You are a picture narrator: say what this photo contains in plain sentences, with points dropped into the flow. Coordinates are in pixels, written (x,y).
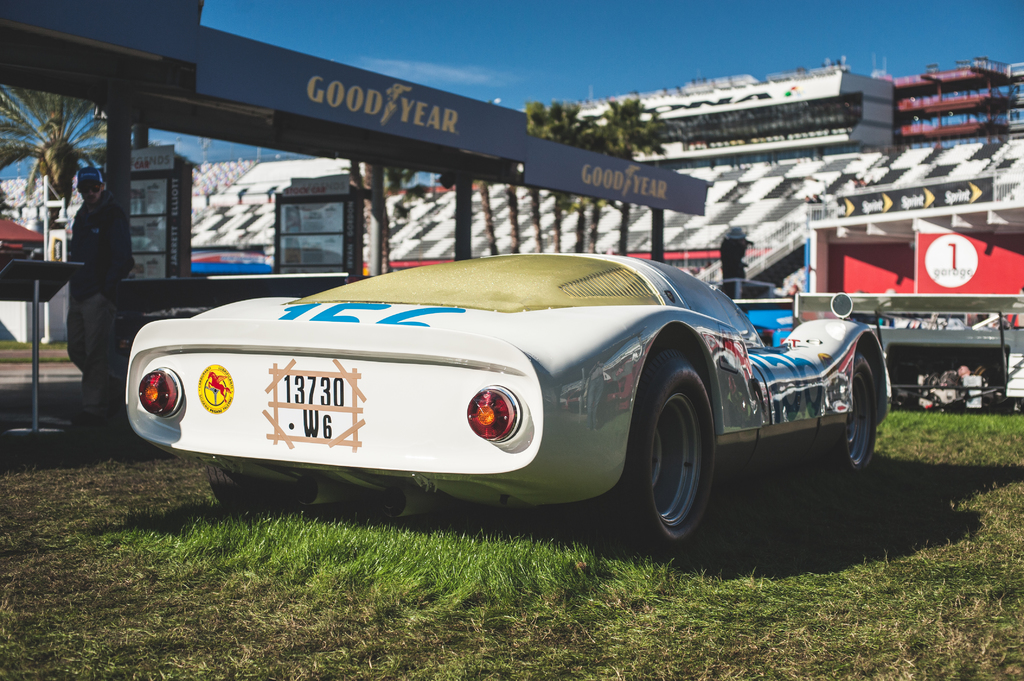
In this image there is a car (536,503) on the grassland (663,621). Left side (37,266) there is a stand (25,434). Beside there is a person (95,351) standing on the grassland (137,545). There are few racks (315,247). Background (44,142) there are few trees (49,164) and buildings (797,153). Top of the image (544,50) there is sky (474,41).
